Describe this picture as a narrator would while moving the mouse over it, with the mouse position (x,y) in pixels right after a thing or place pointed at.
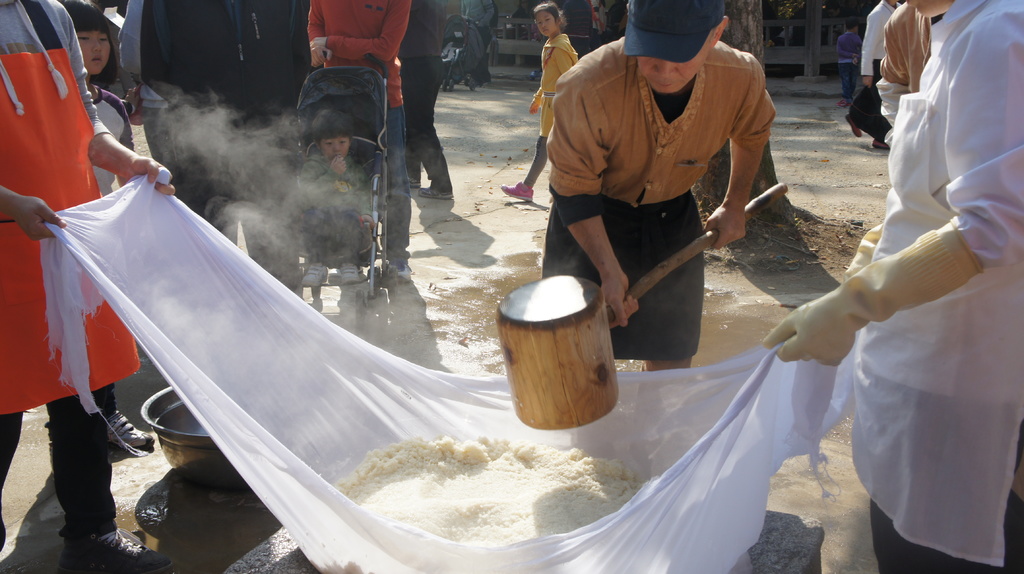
In the image in the center (641,231), we can see three persons (35,109) are standing. Two persons (937,177) are holding cloth (637,390) and one person (682,293) holding some object (678,261). In the cloth (553,440), we can see some food item (495,494). In the background (218,15), we can see a few people (88,37) are walking and they are holding some objects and a few other objects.
